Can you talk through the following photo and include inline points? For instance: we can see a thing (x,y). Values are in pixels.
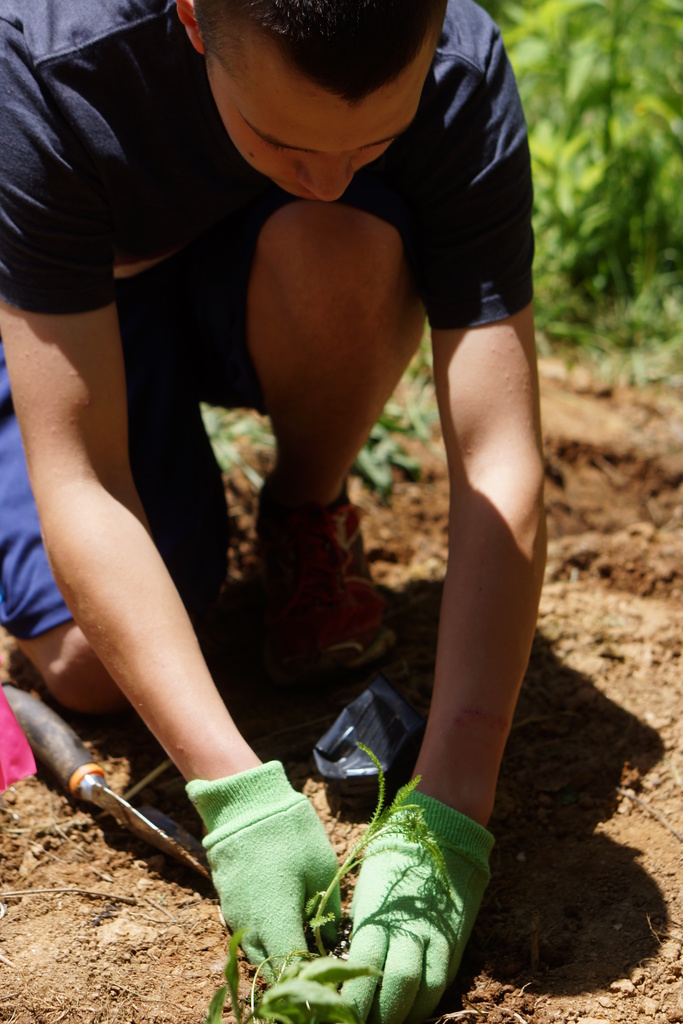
In this picture there is a man (272,484) planting in the soil (317,950) and we can see tool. In the background of the image (673,172) we can see green leaves (605,317).
